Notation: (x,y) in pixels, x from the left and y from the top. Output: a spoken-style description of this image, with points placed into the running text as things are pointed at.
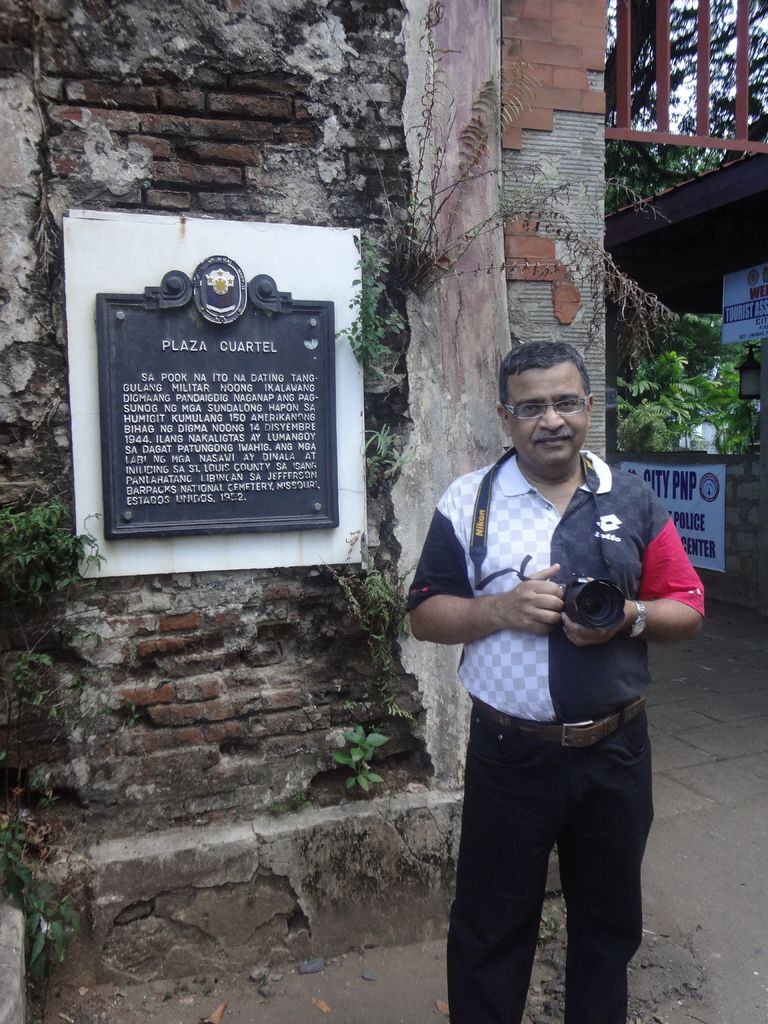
In this picture there is man (578,527) standing holding camera (596,617) in his hand (634,605). Beside him there is wall (284,652) and on it there is board (266,426) with text (230,426). There is banner (654,466) on the wall (732,514) to the right corner (697,510). There is railing (679,143), sky (679,96) and tree (692,383) in the image.
